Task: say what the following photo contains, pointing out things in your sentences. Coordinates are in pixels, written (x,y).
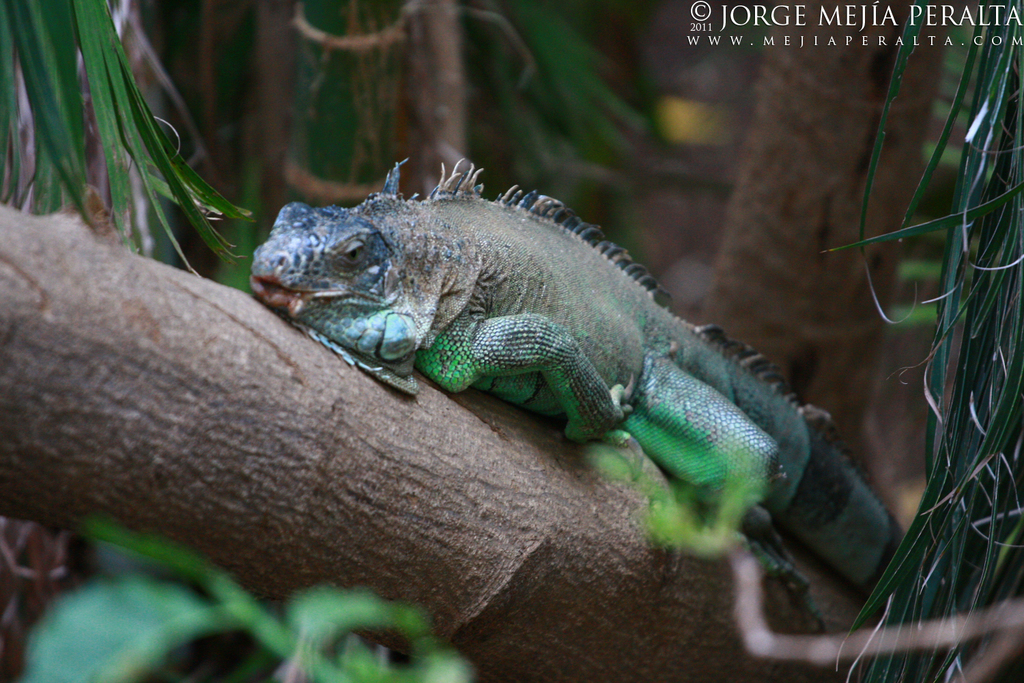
In this image in front (346,335) there is a iguana (599,393) on the branch (454,424). There are leaves (74,664). There is some text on the top right of the image (949,24).
